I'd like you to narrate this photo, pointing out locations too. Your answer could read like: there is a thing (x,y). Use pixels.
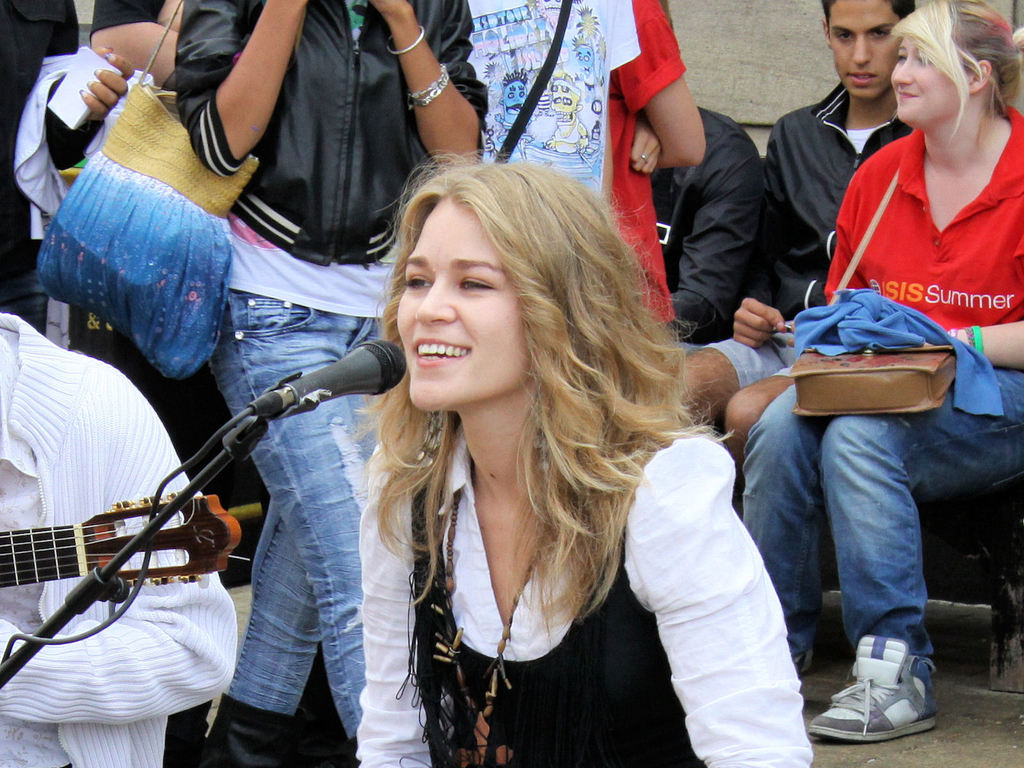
In this picture we can see some people (567,64) where some are sitting on floor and singing on mic (360,382) beside person (78,462) is holding guitar (95,534) in his hand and in background (262,56) we can see some persons (319,82) standing and some are sitting with bags (920,353) in their hands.
